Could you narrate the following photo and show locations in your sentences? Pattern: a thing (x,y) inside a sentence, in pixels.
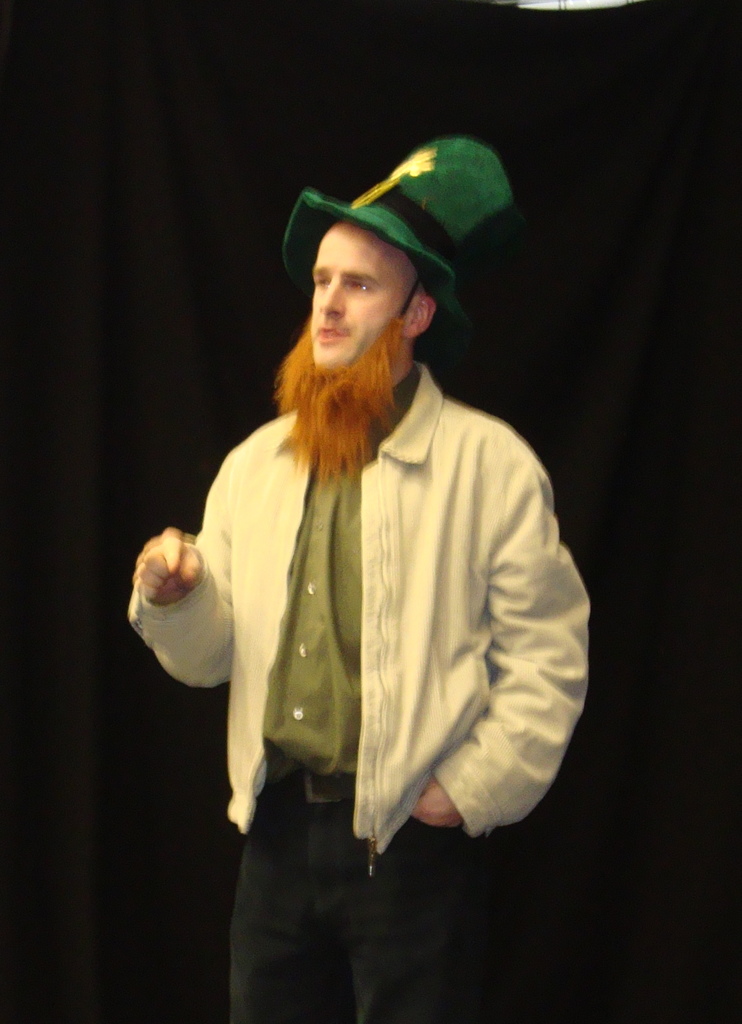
In the center of the image (422,412) we can see a man (368,409) with a beard (378,396) and he is also wearing the green color hat (485,157) and standing and the background (157,22) is in black color.
